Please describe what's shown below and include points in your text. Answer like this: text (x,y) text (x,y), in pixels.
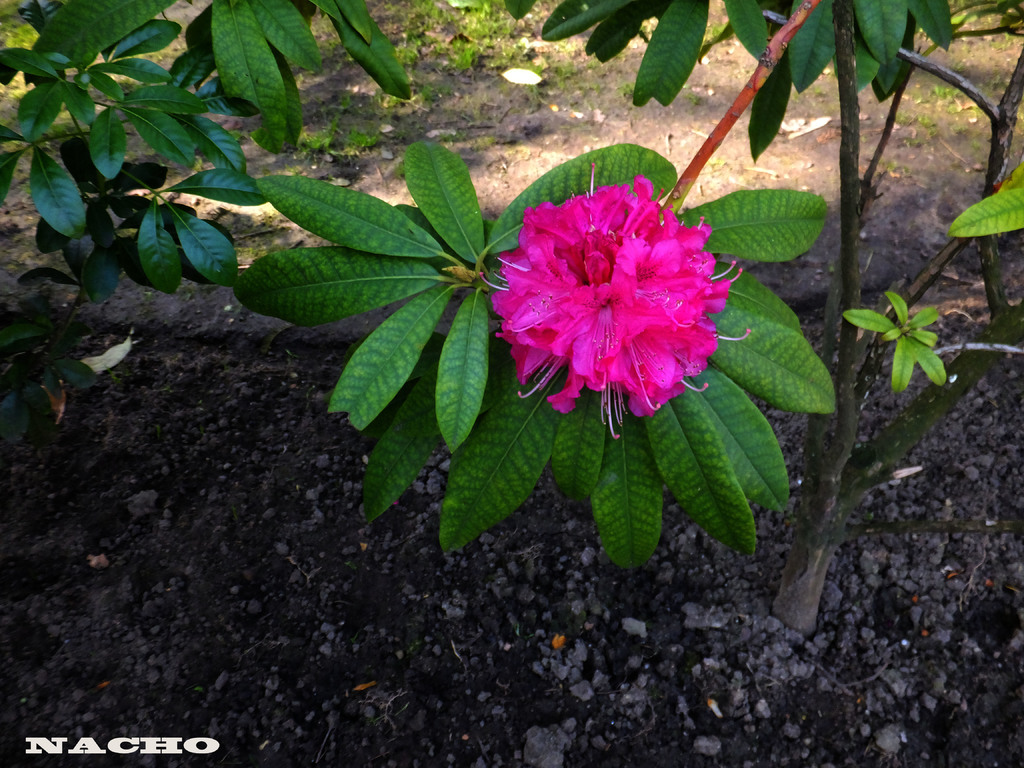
In the picture I can see pink color flowers (707,349) of a plant (477,343), I can see stones (839,543) and grass (524,55) on the ground (549,625). Here I can see a few more plants (246,112) and here I can see the watermark (82,741) at the bottom left side of the image (103,752).
